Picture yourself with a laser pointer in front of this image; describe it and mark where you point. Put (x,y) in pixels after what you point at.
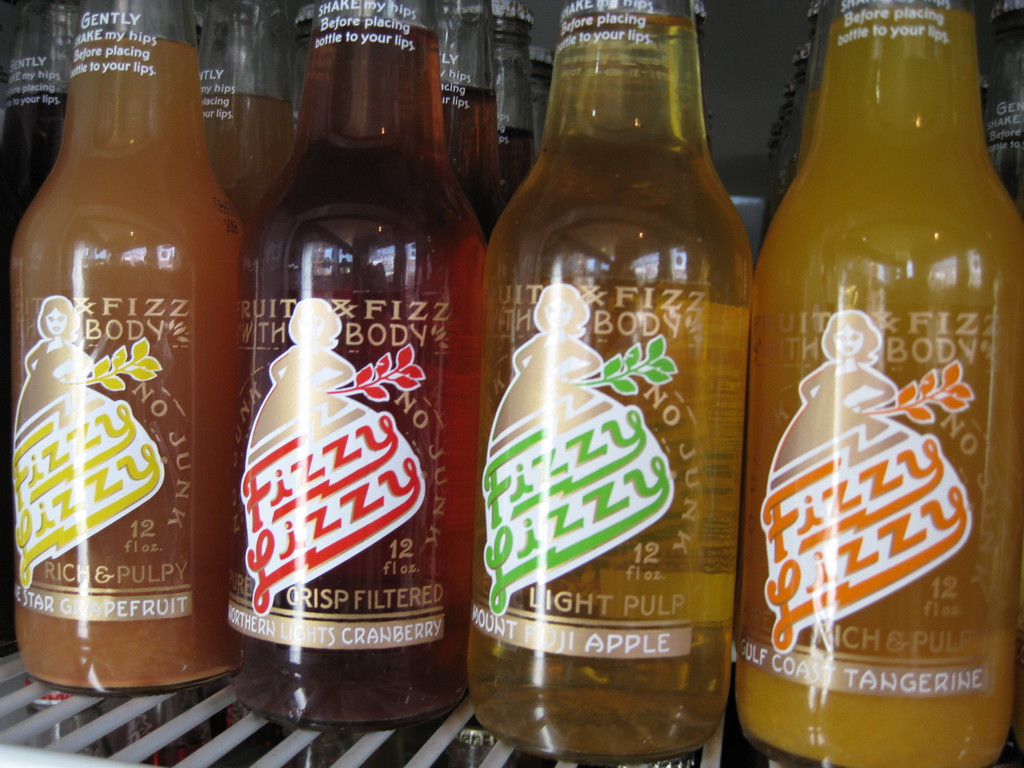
In this picture, we see many cool drink bottles (630,283). These cool drinks (445,334) are in different colors like yellow, red and orange. On the bottle (432,404), it is written as 'Fizzy Lizzy' and it even has some text (369,606) written on it and these bottles (220,646) are placed on a wire shelf (213,698).
